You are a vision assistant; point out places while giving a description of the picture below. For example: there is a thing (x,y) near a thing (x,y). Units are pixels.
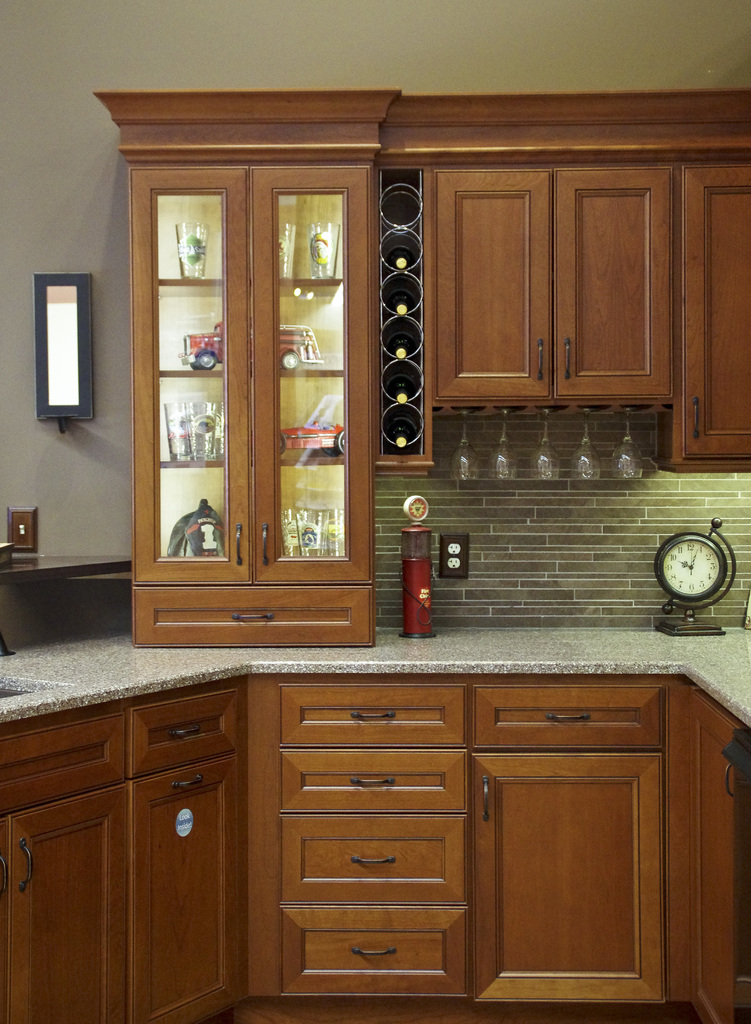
In this picture I can observe cupboards (346,349). There are some glasses (292,519) placed in these cupboards (274,434). I can observe desk (100,656) on which there is a clock (689,578) placed on the right side (693,568). In the background (30,178) there is a wall (132,61).
